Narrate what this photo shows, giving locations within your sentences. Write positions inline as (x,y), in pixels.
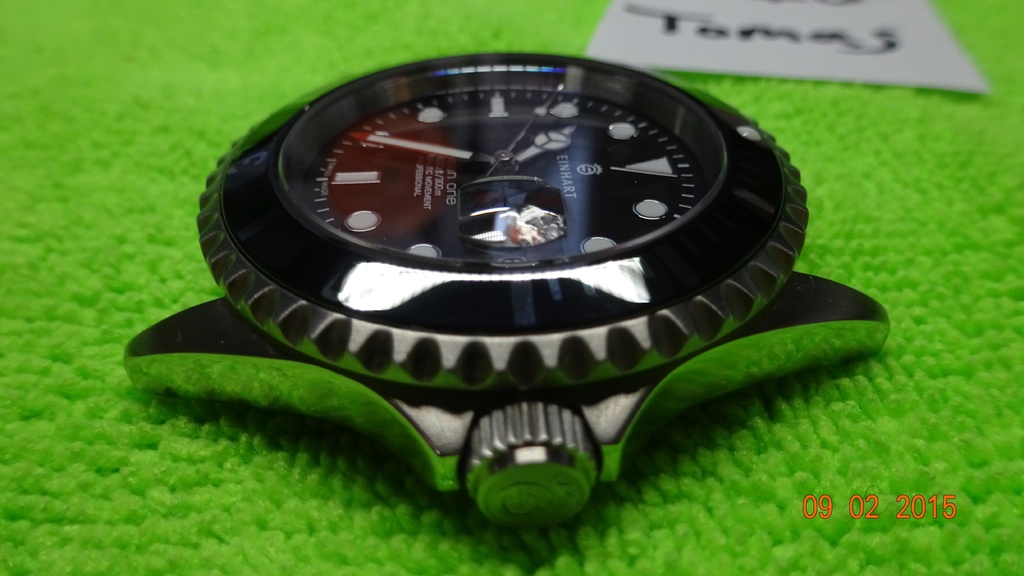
In this image we can see there is a wristwatch (734,273) on the green color mat (749,429) and at the back (759,24) we can see a paper (822,53) with text (827,44) and numbers (904,508) written on the image.
